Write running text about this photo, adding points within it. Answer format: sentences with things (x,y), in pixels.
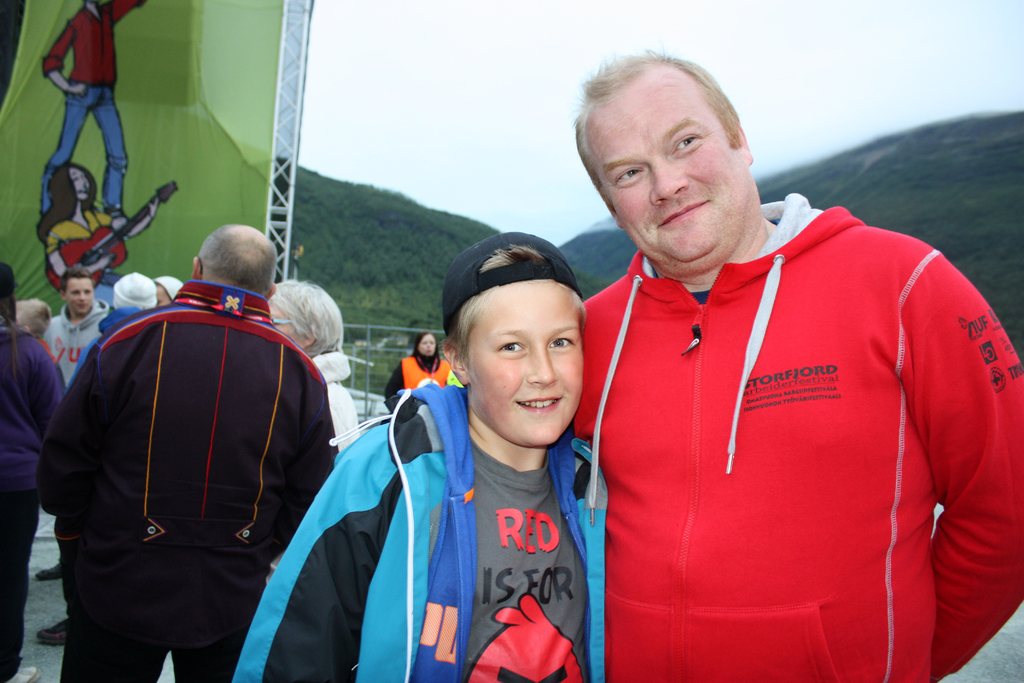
In this picture I can see there is a boy (524,643) and a man (665,532) standing and smiling, there are few other people (134,328) in the backdrop (129,302) and there is a banner (185,233) and there are mountains (784,193) covered with trees (371,228). The sky (546,203) is cloudy.
